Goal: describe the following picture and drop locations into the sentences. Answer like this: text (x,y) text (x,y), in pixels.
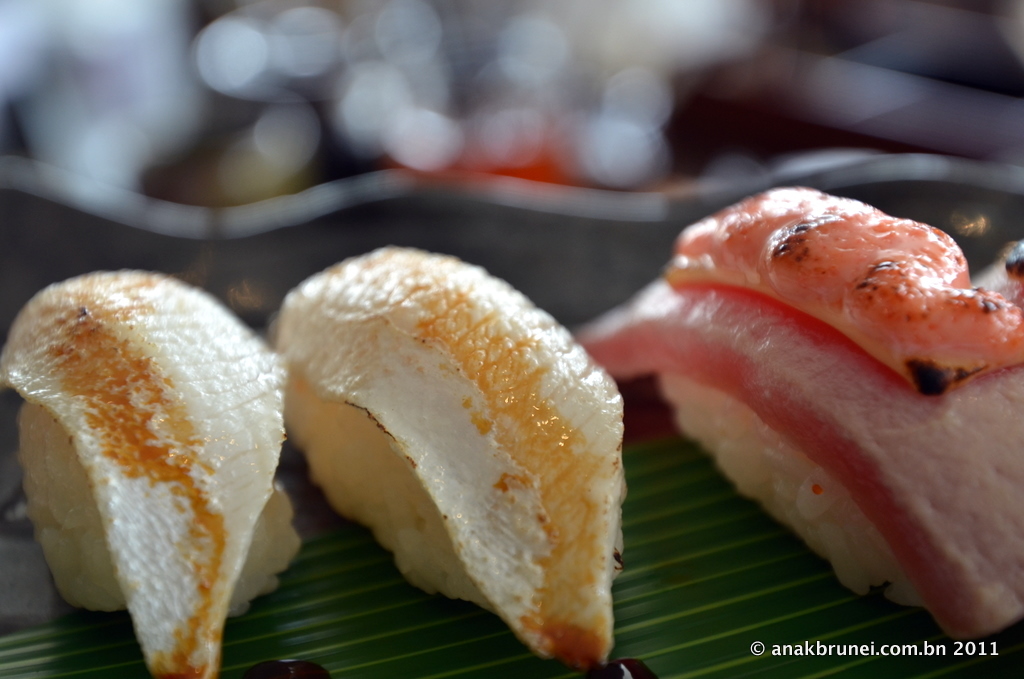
In this image on a leaf (711,579) there is some food (650,358). The background (286,85) is blurry.
